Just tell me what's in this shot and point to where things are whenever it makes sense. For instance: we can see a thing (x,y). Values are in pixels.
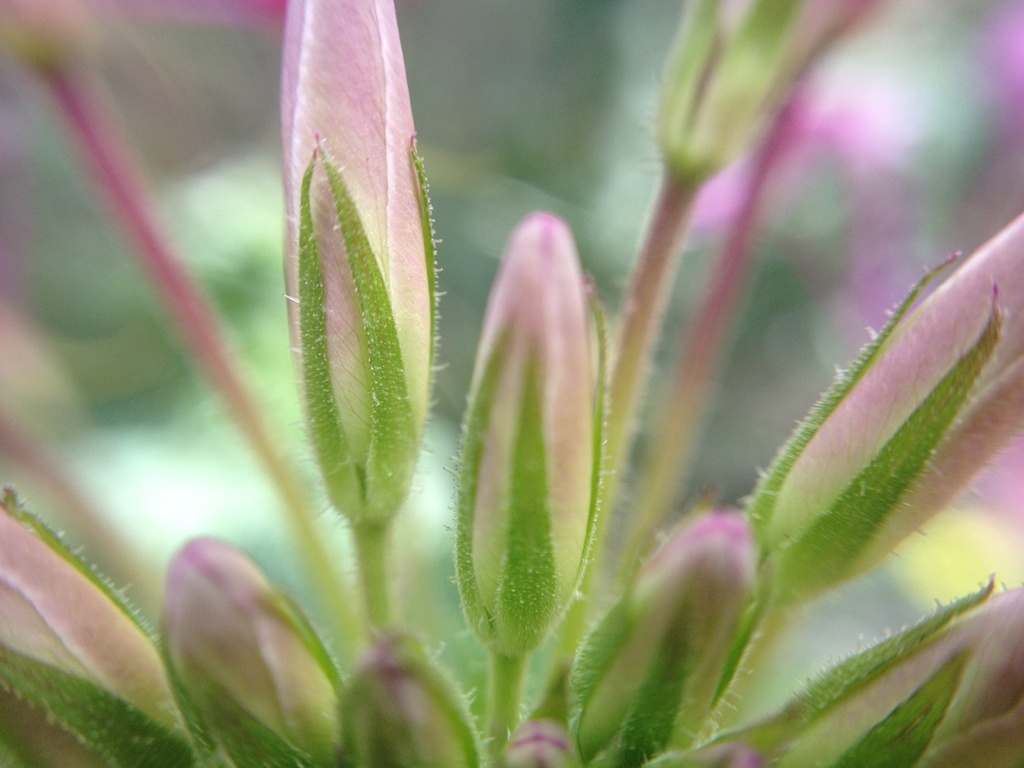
Here we can see buds (413,287), background (522,11) it is blurry.
